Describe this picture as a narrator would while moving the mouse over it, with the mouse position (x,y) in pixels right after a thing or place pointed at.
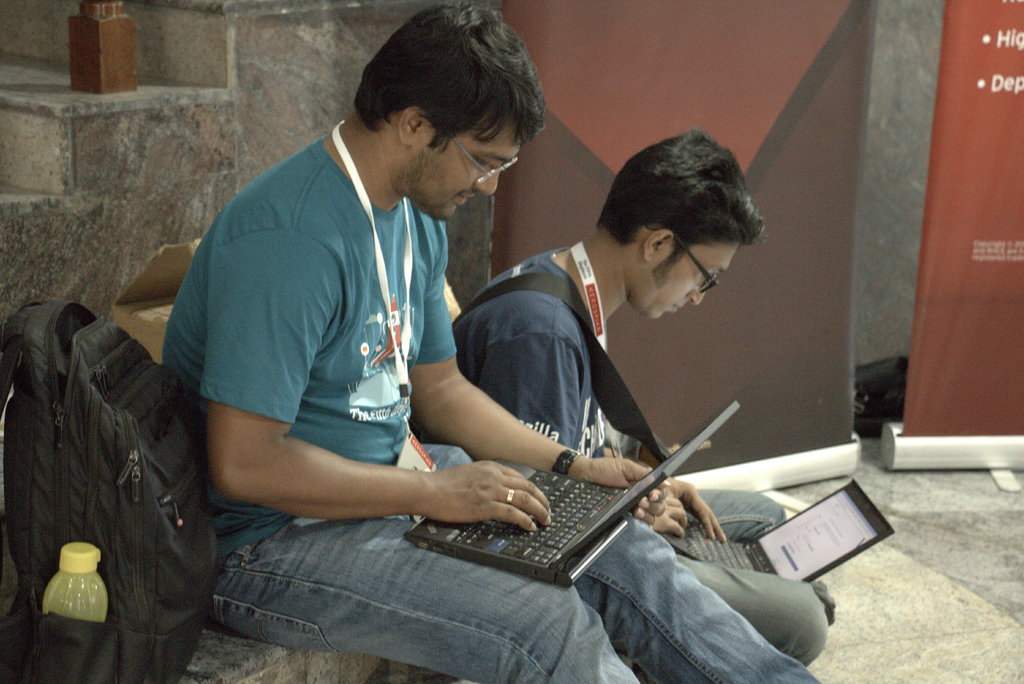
In this image I can see two people (477,489) are holding laptops (625,522). I can see the bag (116,543) on the bench (239,663). Back I can see few banners (1017,106) and few stairs (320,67).
